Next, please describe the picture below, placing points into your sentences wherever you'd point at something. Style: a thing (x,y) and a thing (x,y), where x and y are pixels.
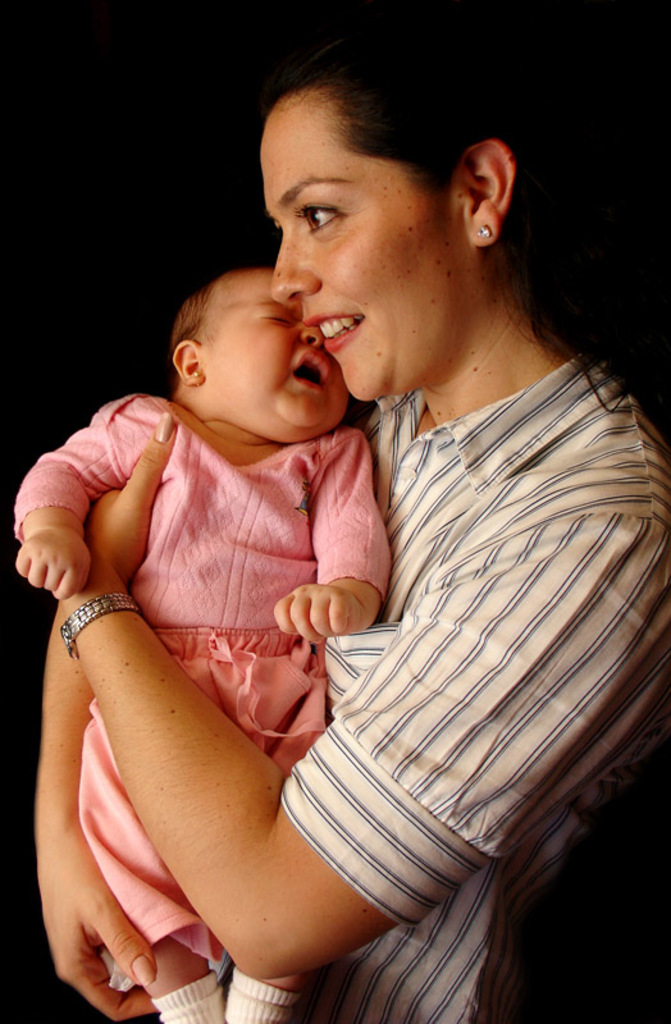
In the picture I can see a woman (389,436) is carrying a child (194,450). The child (199,588) is wearing pink color clothes (205,661). The woman (193,713) is wearing a watch (71,635). The woman (52,642) is smiling. The background of the image (118,74) is dark.
